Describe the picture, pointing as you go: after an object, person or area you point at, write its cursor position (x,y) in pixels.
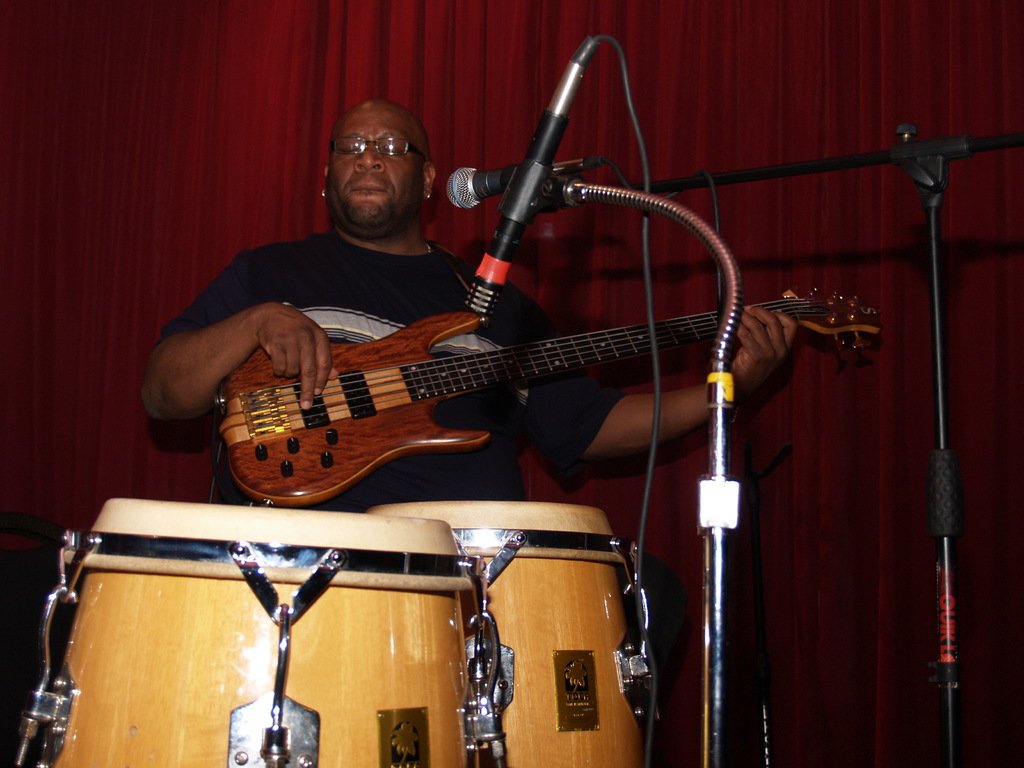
There is a man (544,424) playing guitar (546,361). He has spectacles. And this is mike (499,284). There are musical drums (385,625). In the background (397,29) there is a curtain (801,179).
